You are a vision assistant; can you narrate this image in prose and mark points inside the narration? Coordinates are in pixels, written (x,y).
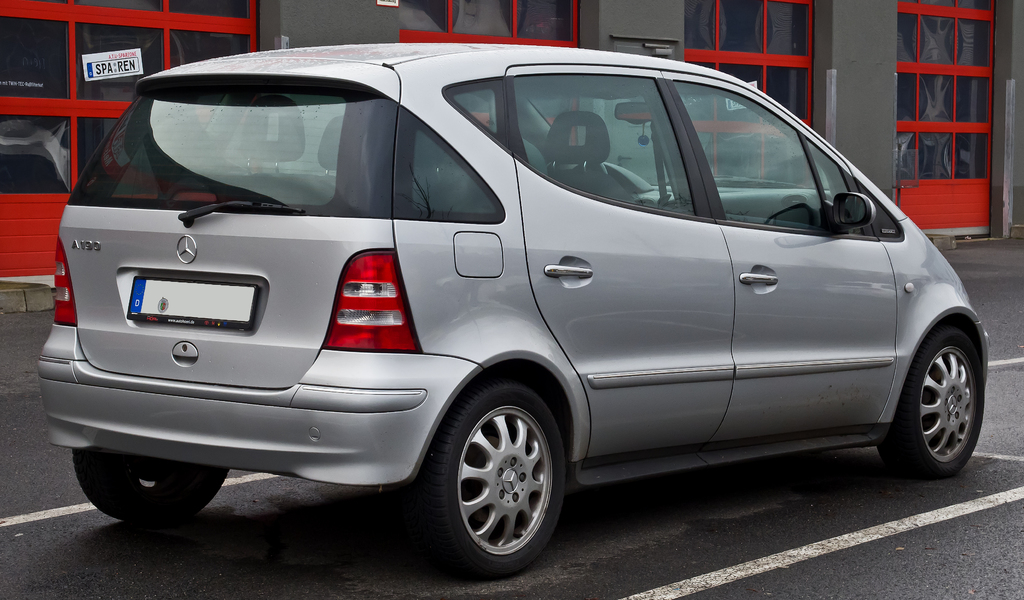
In this picture we can see a car (583,299) in the front (615,274), in the background (942,78) there are some glasses (922,76), we can see a paper (132,67) pasted to the glass (145,67) on the left side (116,67).
